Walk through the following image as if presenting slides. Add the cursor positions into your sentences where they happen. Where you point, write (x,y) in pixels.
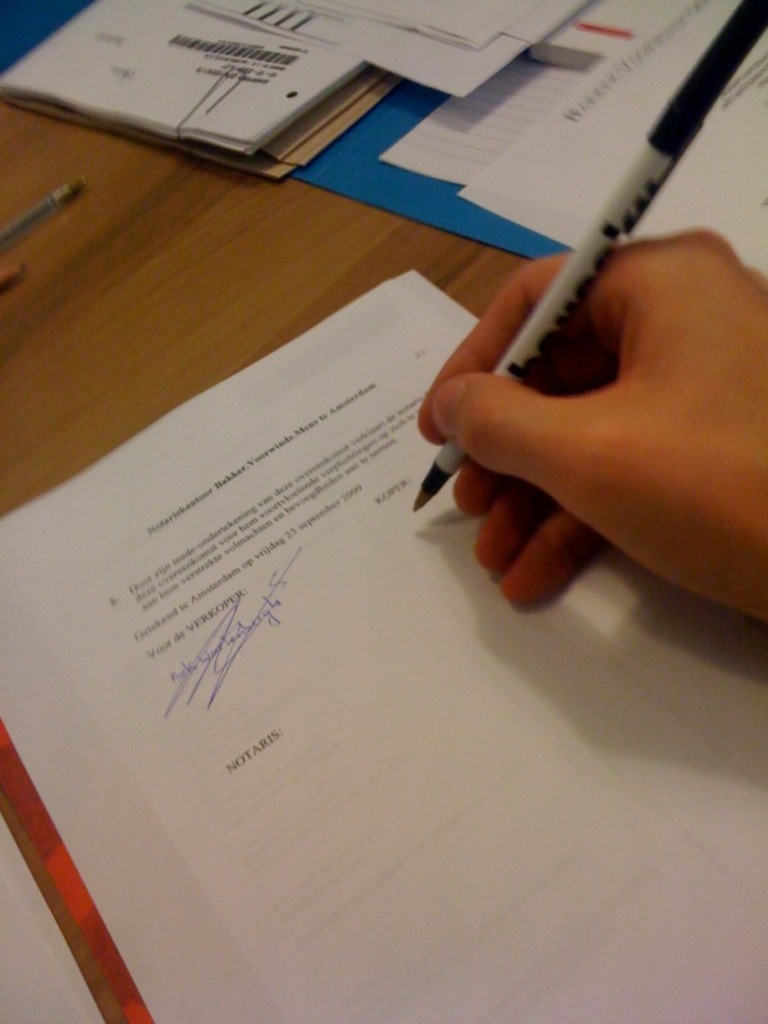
In the picture we can see a person's hand (723,325) holding a pen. Here we can see papers (136,821), files (118,7) and a few more things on the wooden table (365,230).
